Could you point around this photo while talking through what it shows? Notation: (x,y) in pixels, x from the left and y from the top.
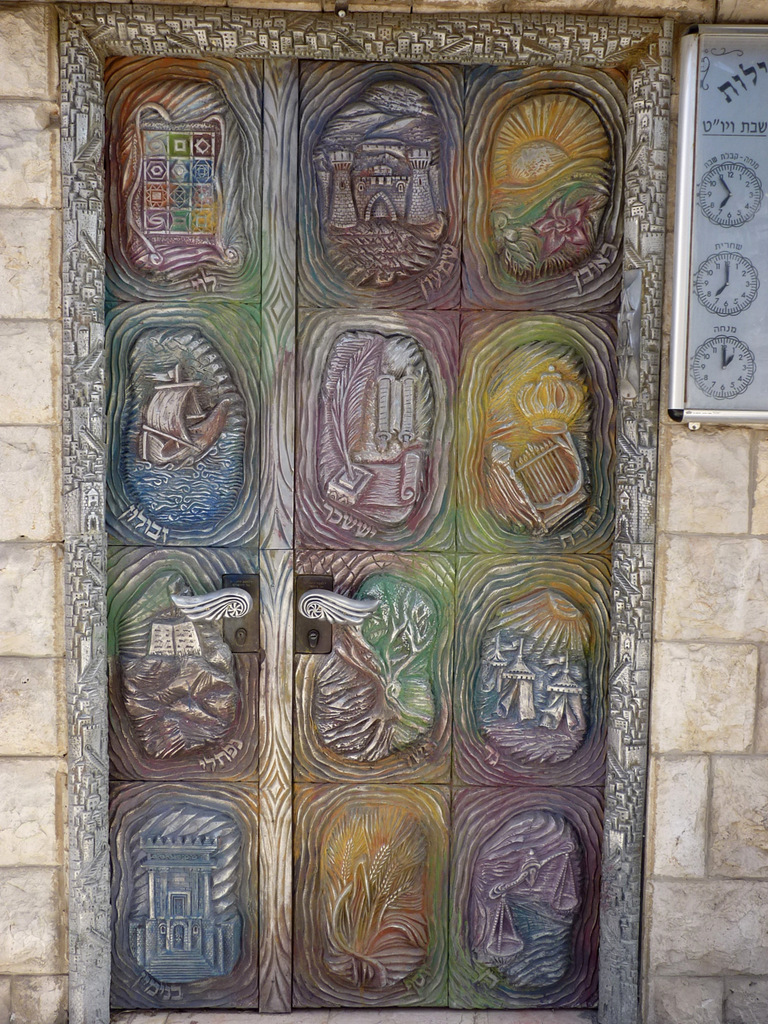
In this picture we can see a close view of the door (282,569) with handle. In the front (394,240) we can see different sections (426,455) and design (383,728) on the door (552,805). Beside we can see clock board (719,282).
